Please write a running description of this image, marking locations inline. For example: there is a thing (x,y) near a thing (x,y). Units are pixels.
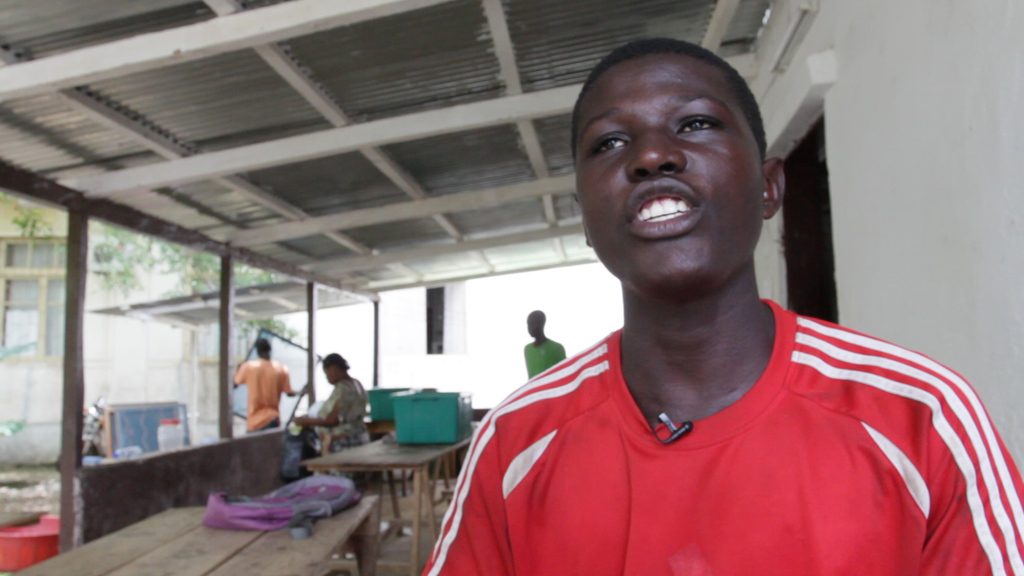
In this image we can see four people (546,364). There is a tube light (789,40) on the wall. There are few tables (370,502) and few objects (300,510) placed on it. A person (299,417) is holding an object (299,362). There are few houses (196,327) and they are having fewer windows (22,307). There is a tree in the image.
